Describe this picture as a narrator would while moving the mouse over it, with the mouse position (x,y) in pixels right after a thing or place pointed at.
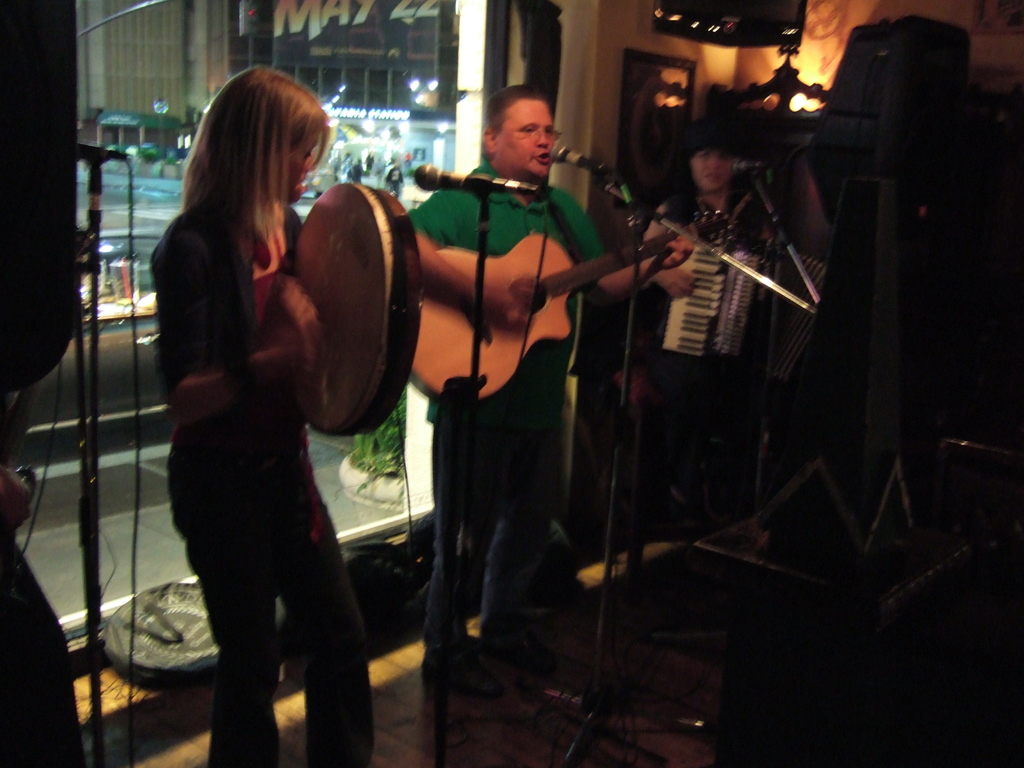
In the foreground of this image (660,310), there are persons (460,208) standing and playing musical instruments (509,269) in front of mics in a dark room (925,319) and on the top right (817,87), there is a light (812,87) and few objects (901,133). On the left (290,48), through the glass (290,48), there are buildings (340,91), lights (343,114), plants (370,443) and the path (161,479).
